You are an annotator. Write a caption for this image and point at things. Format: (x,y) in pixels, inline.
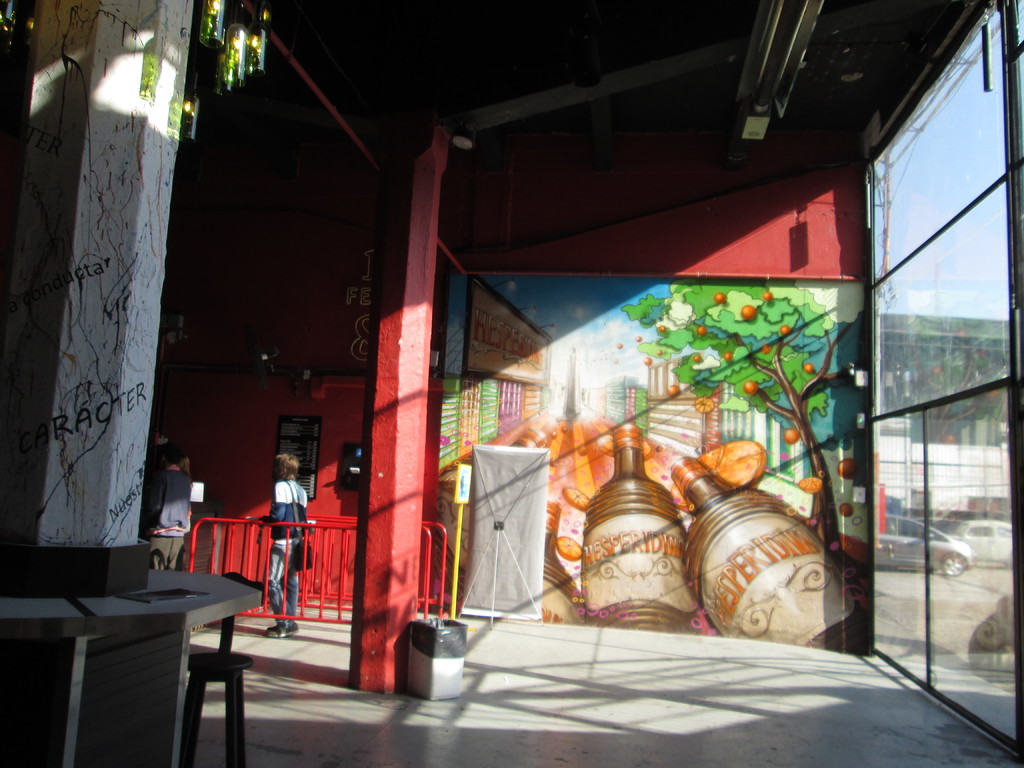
This image consists of a building (256,432). In the front (376,479), we can see the pillars (378,518). On the left (280,543), there are two persons (168,547) standing. In the background (641,488), we can see a painting (651,471) on the wall (657,473). On the right (992,375), there is a glass (922,423). At the bottom (545,734), there is a floor (325,734).
